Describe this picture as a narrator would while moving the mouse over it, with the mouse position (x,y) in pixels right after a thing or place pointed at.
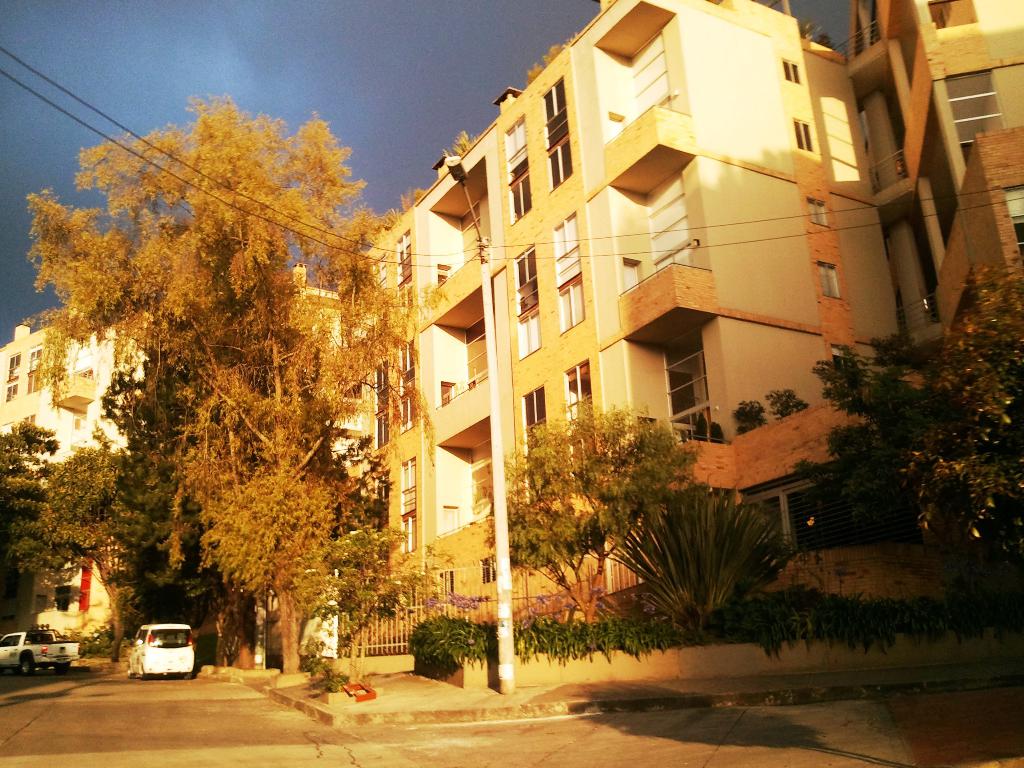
In the picture we can see a road (98,704), vehicles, pole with light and wires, trees (968,358), buildings (514,214) and the sky (317,13).
